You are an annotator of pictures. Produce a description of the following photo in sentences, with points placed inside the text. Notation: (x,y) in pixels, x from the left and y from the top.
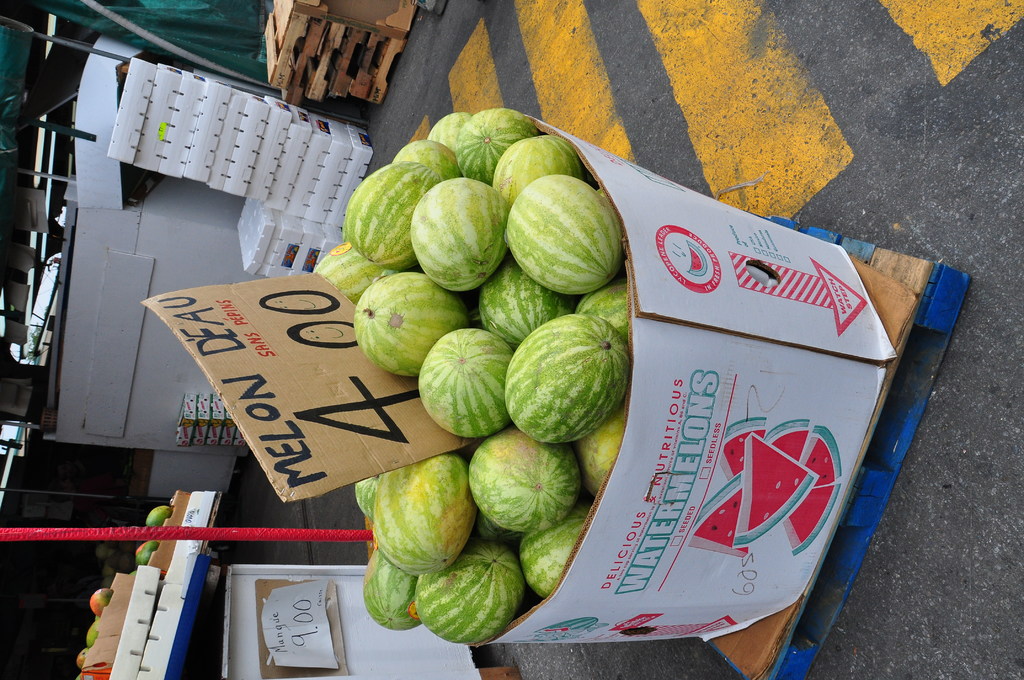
This is a tilted image in this image there are watermelons (504,303) in a box (749,385) on a road (911,228), on the left side (130,633) there are boxes (154,169) and wooden table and poles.
